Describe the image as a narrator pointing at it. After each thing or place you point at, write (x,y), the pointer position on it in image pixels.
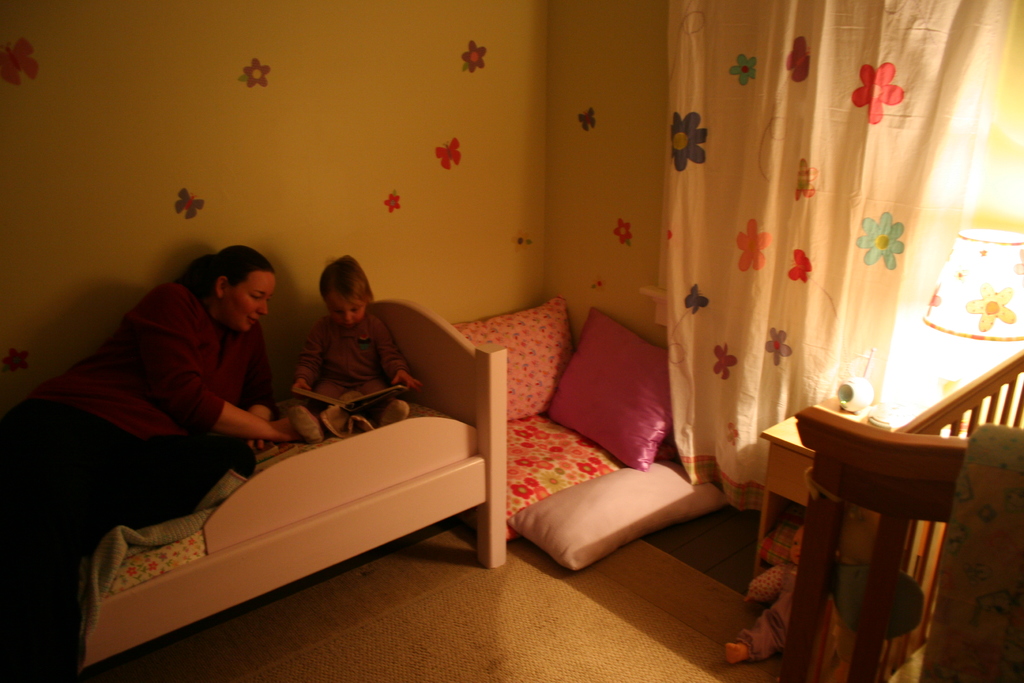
In this image I can see a woman (178,374) and the child (359,374) on the bed (307,476). There are pillows (517,370) and a floor mat (535,606). At the background (632,153) we can see a colorful wall (489,112) and a curtain (803,206). On the table (892,397) there is a lamp (955,309).
